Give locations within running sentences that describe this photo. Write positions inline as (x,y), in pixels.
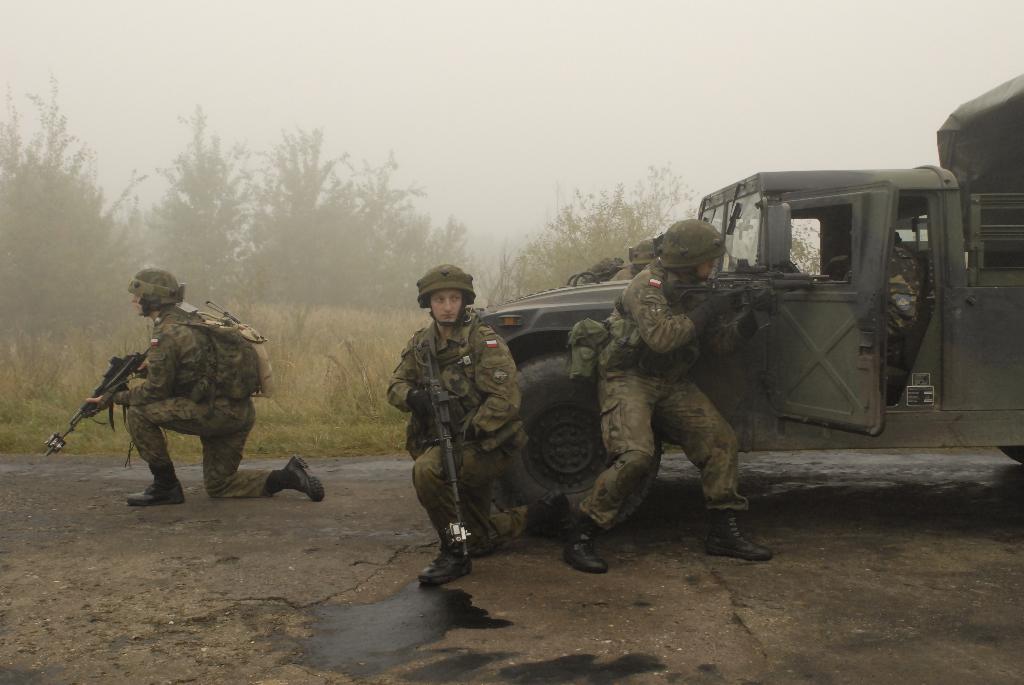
In this image we can see few persons (482,443) are holding guns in their hands (471,435) and a person (895,260) is sitting in the car (871,398) on the road (687,619). In the background (23,328) we can see plants (351,364), trees (358,203) and the sky (762,118).
